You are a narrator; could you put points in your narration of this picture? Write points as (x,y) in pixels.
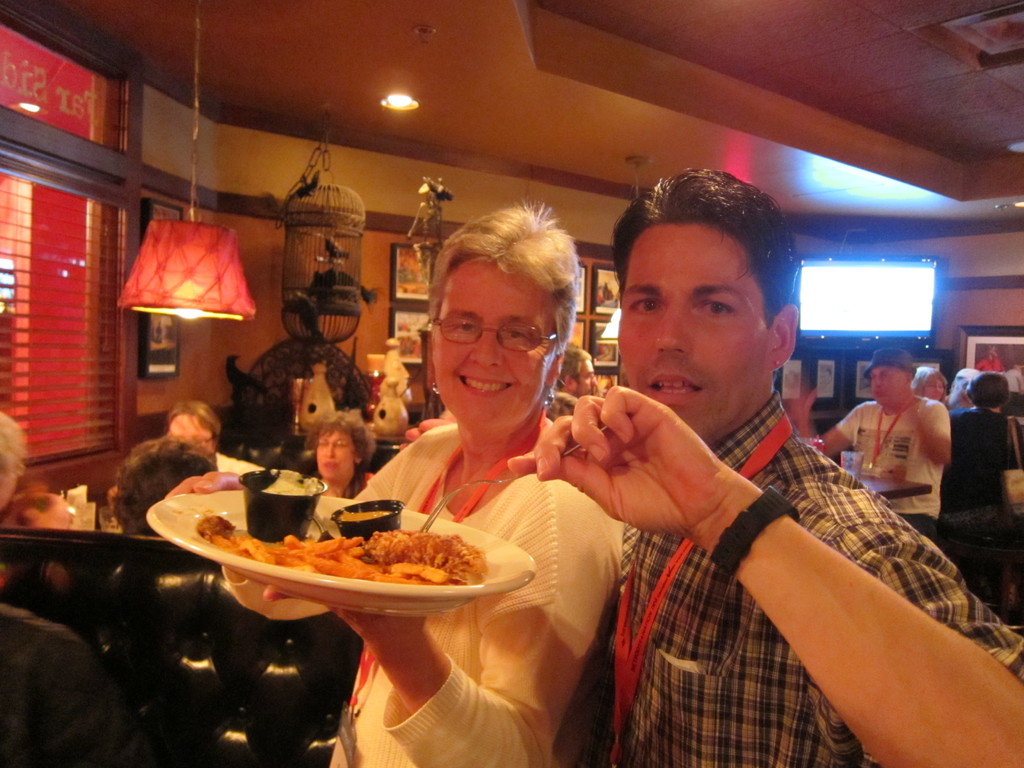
In the picture we can see a man (1007,650) and a woman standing together and woman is smiling and holding a plate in the hand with some food items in it and behind them we can see some people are sitting in the chairs (166,743) near the tables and in the background (991,296) we can see a wall (978,297) with some photo frames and beside it we can see a TV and to the ceiling (445,58) we can see a hanging lamp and some lights (398,98) to it and we can see a cage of a bird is hanged to the ceiling (443,76) with a bird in it.
